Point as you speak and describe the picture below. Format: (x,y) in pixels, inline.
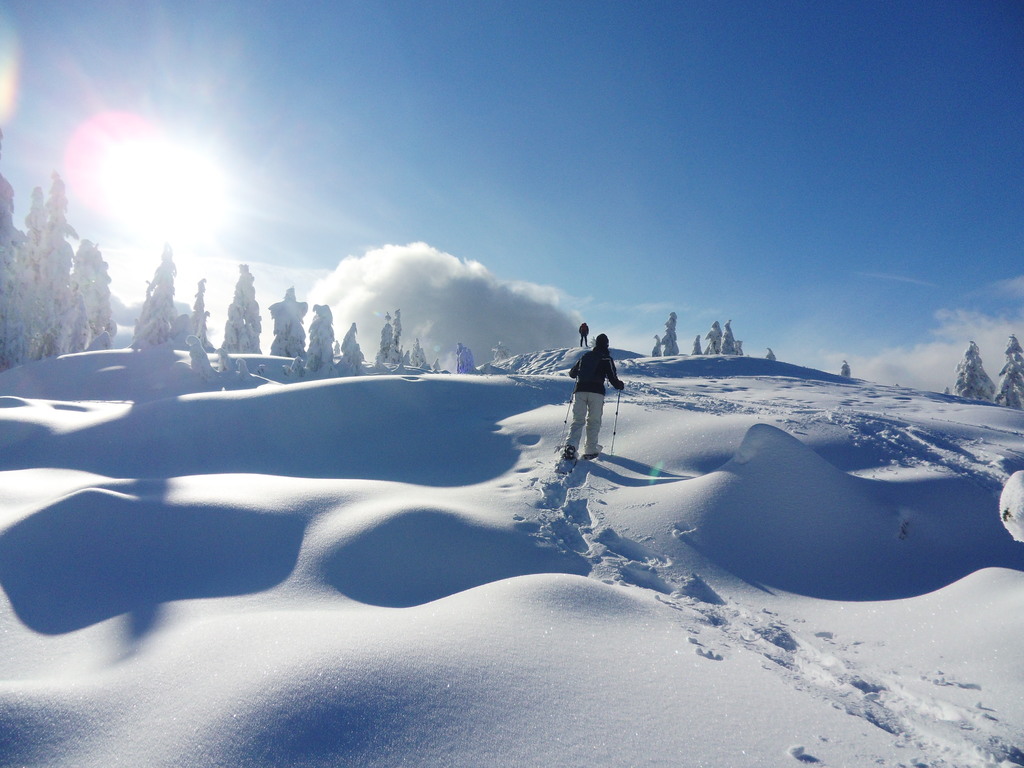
In this image there are people (596,454) standing on the snow (489,552). In the background of the image (219,307) there are trees (61,306), clouds (409,278), sun (175,178) and sky (597,95).
